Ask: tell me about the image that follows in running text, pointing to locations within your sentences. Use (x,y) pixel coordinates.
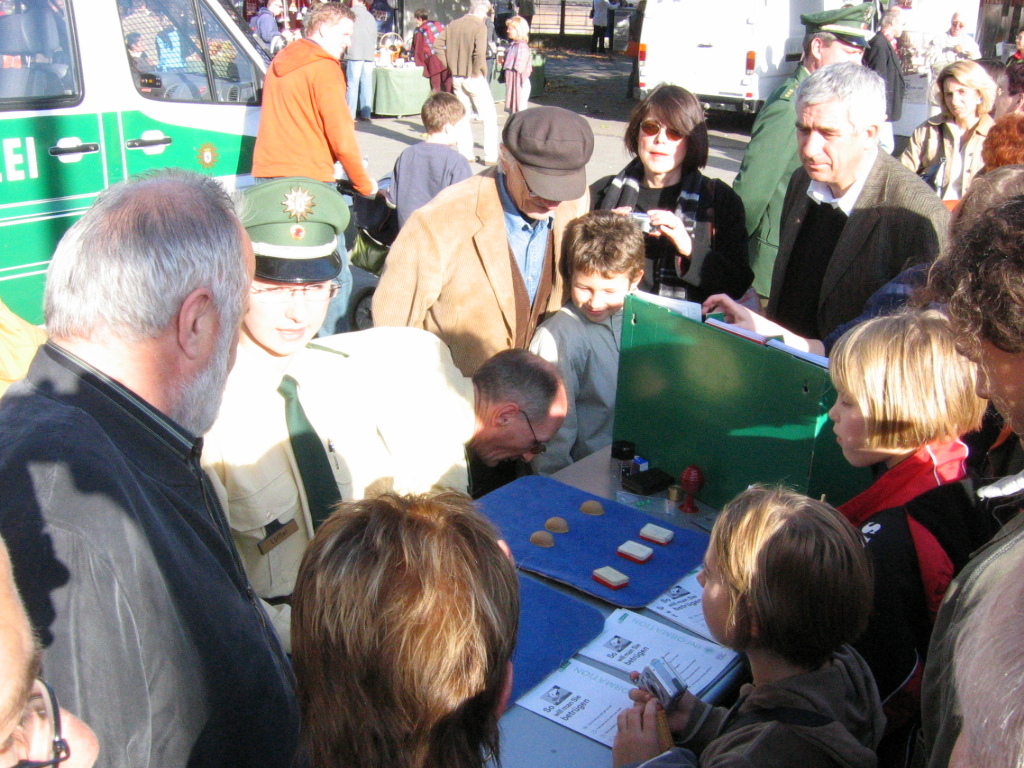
In this image we can see the people (743,318) standing. We can also see the table (693,549) with the papers (693,574) and some other objects (774,336). In the background (241,137), we can see the vehicles (657,8) parked. We can also see the gate (589,31), a few people (438,43) and also the table (388,100).
